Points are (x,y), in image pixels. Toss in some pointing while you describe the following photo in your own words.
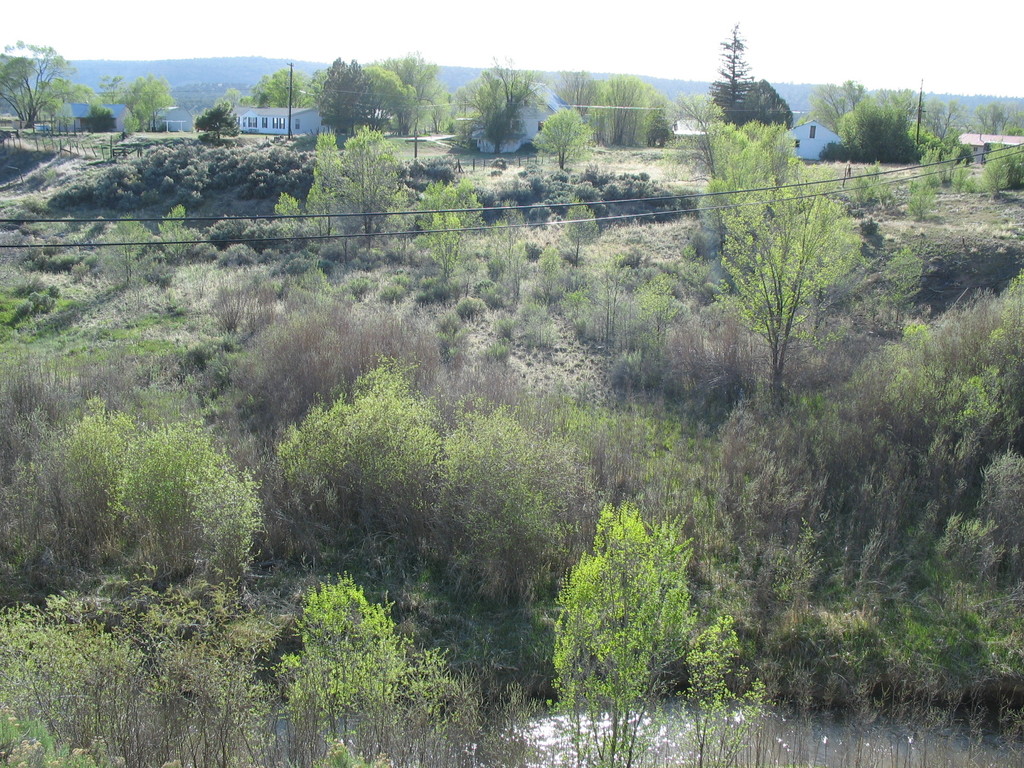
In the image there are plants (580,367) and trees (615,289) all over the place and in the back (171,118) there are few homes (276,118) and above its sky (510,20).
